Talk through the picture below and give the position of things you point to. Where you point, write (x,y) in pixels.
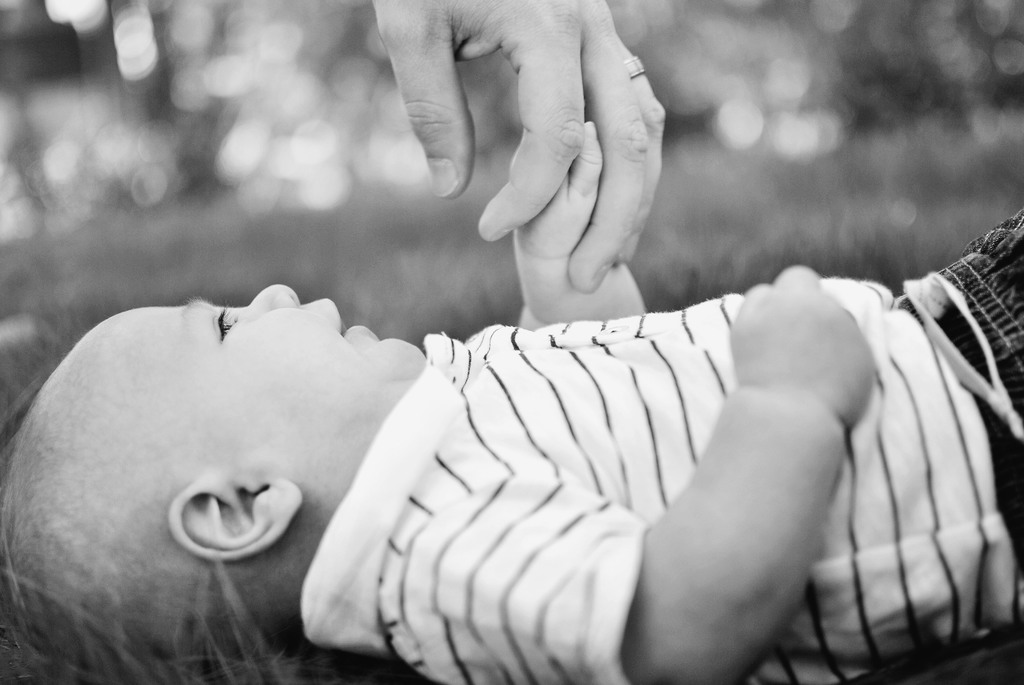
In this image there is a boy (486,534) laying on the ground (825,248) and smiling and holding a hand (606,156) of the person (526,126) which is visible and the background (185,174) is blurry.
